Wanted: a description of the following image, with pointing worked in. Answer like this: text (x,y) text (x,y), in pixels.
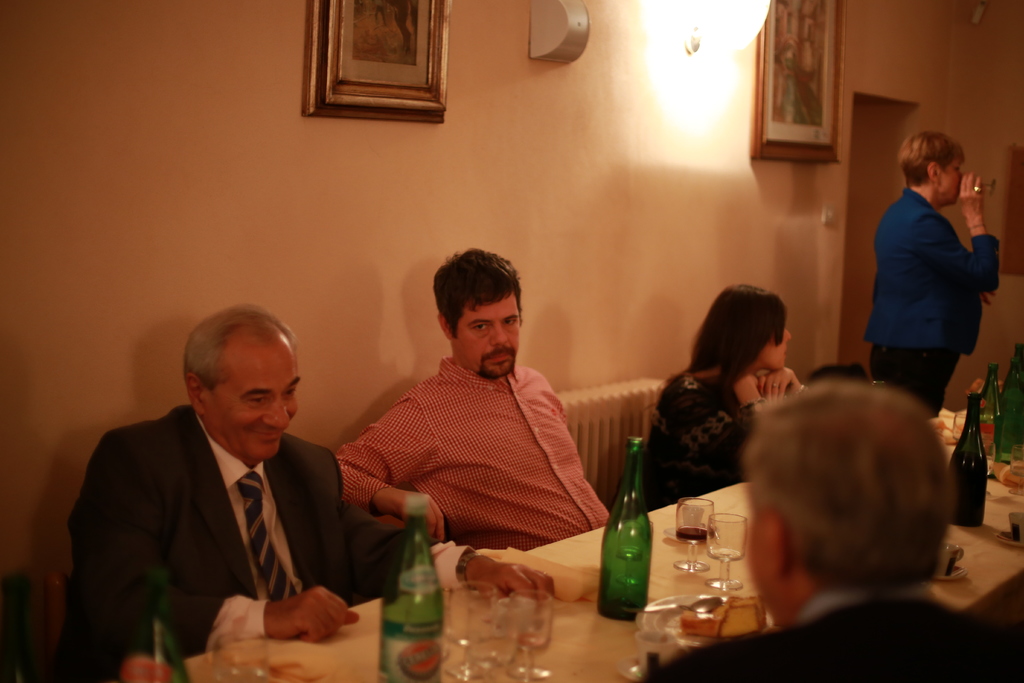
In this picture these four persons (912,508) sitting on the chair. This person (915,352) standing and holding glass (993,185). There is table (558,648) On the table (567,552) we can see bottle (628,571), glasses (689,511). On the background (423,187) we can see wall (352,189), frame (404,45), light (733,6). We can see chairs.
